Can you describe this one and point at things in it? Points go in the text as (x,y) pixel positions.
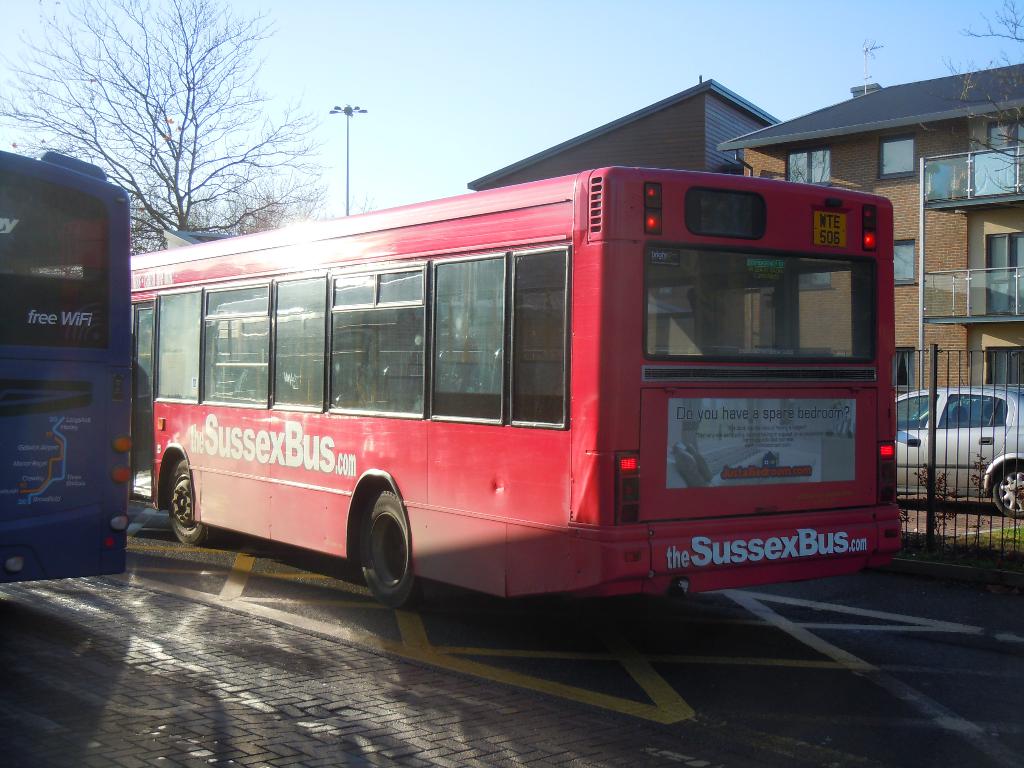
In the middle of this image (628,390), there is a bus (721,285) on a road (762,617) on which there is another bus (46,226). In the background (948,345), there are buildings (985,85), trees (167,65), a vehicle (940,456), a pole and there is the sky (723,54).
